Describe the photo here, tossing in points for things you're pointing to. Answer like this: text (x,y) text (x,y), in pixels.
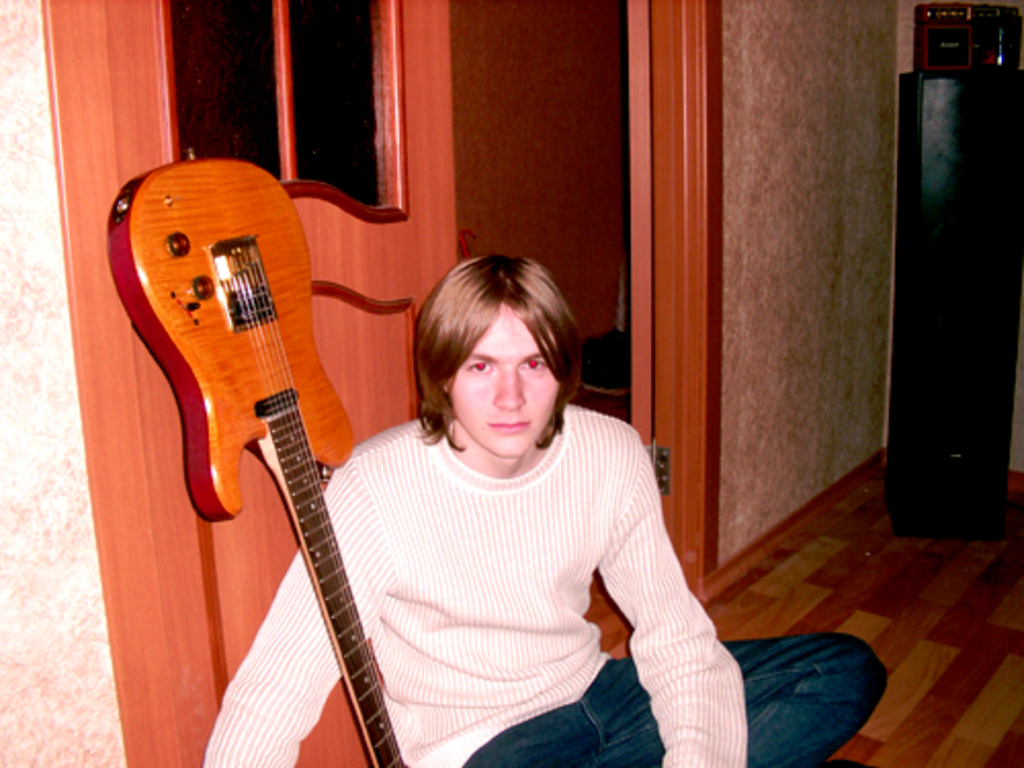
This picture is taken inside a room (18,57). There is a person (463,422) sitting wearing a white shirt (484,648) and jeans (593,724) is having a guitar (299,244) beside to him. He is sitting at the door (391,13). There is a stand (941,246) at the right side of the image (971,246).
